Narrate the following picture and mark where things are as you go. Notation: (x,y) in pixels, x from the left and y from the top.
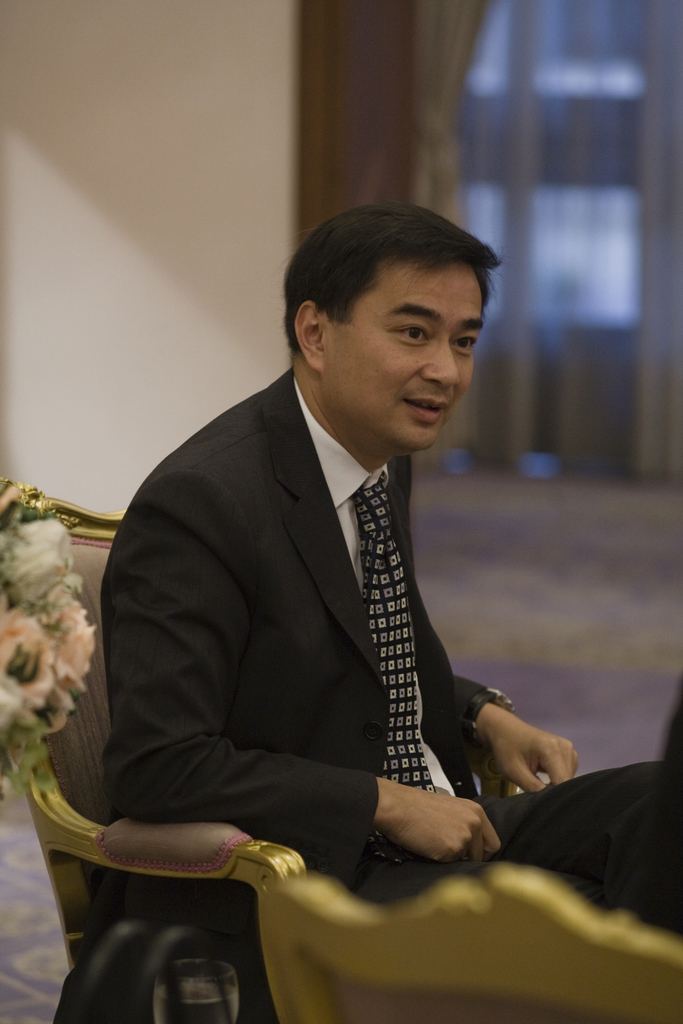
In this image we can see a person (245,601) wearing black color suit (129,625) sitting on a chair (105,829) which is of gold color, there is flower vase (89,653) on left side of the image (38,704) and in the background of the image (354,121) there is window (585,191), curtain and wall (132,156).
